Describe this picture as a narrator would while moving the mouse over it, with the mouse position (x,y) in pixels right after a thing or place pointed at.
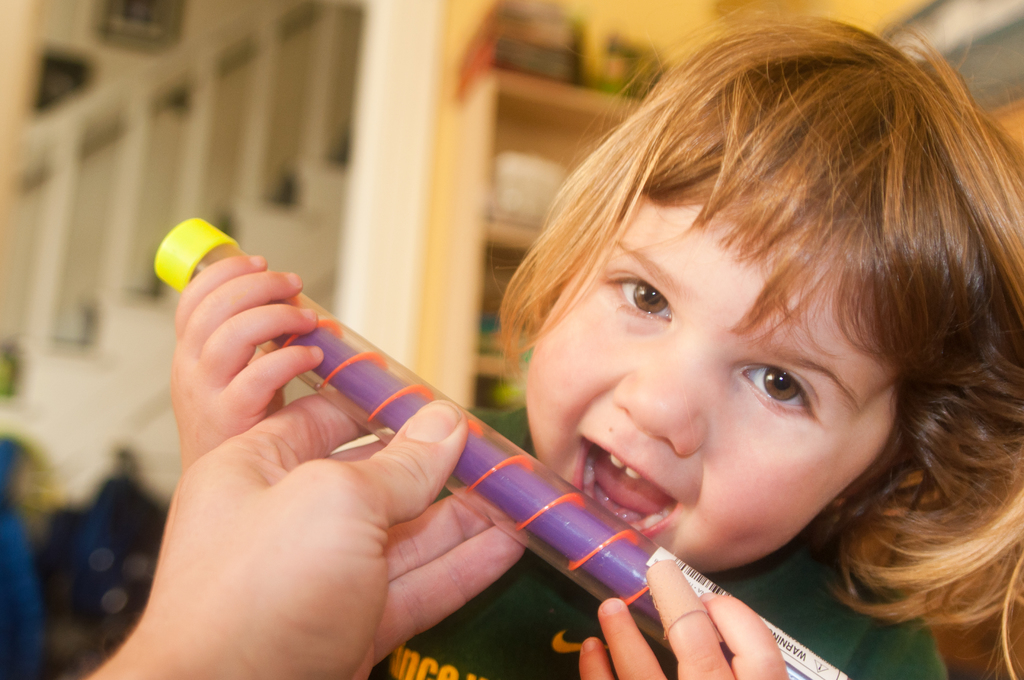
This picture shows the kid (617,385) playing with a toy (549,476) in the background (518,122) we can find cupboards (495,264) and stairs (141,299).
